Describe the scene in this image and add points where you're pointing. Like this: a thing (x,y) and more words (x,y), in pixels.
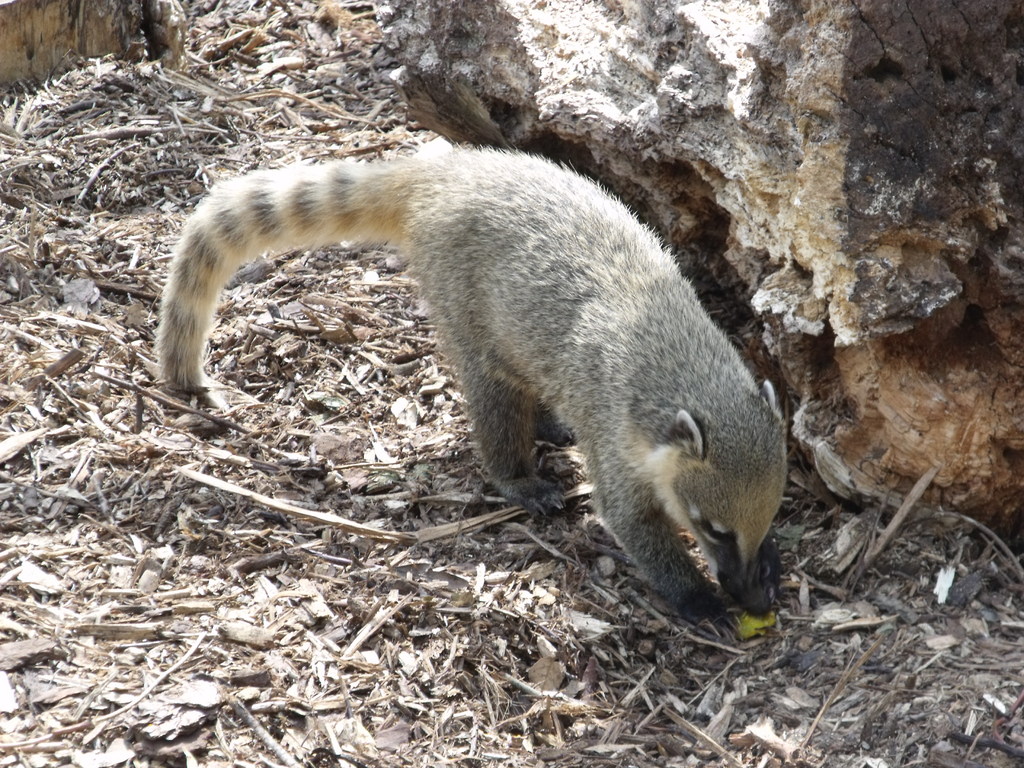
In the image there is an animal (658,354) which is in grey and black color is standing on the ground (794,605). On the ground (329,680) there are wooden pieces (306,608) and some other items (193,546) on it. Behind the animal (531,192) there is a tree trunk (809,209).
